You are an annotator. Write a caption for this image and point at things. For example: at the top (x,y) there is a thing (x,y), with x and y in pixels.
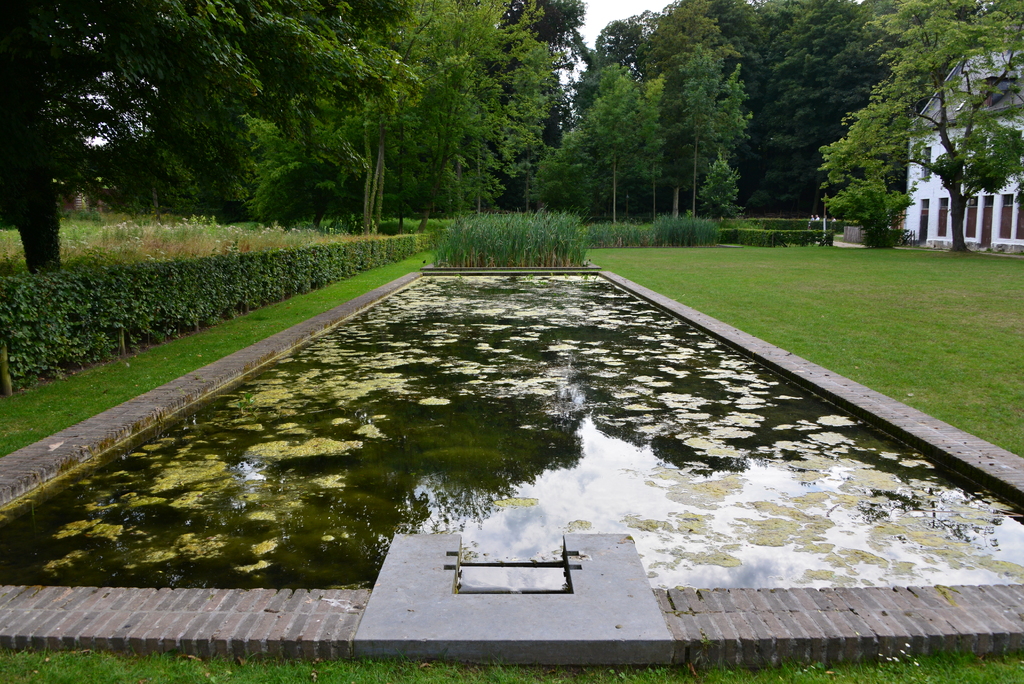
In this image I can see few trees (877,233), water (468,281), building (916,179), windows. The sky (586,18) is in white color.
